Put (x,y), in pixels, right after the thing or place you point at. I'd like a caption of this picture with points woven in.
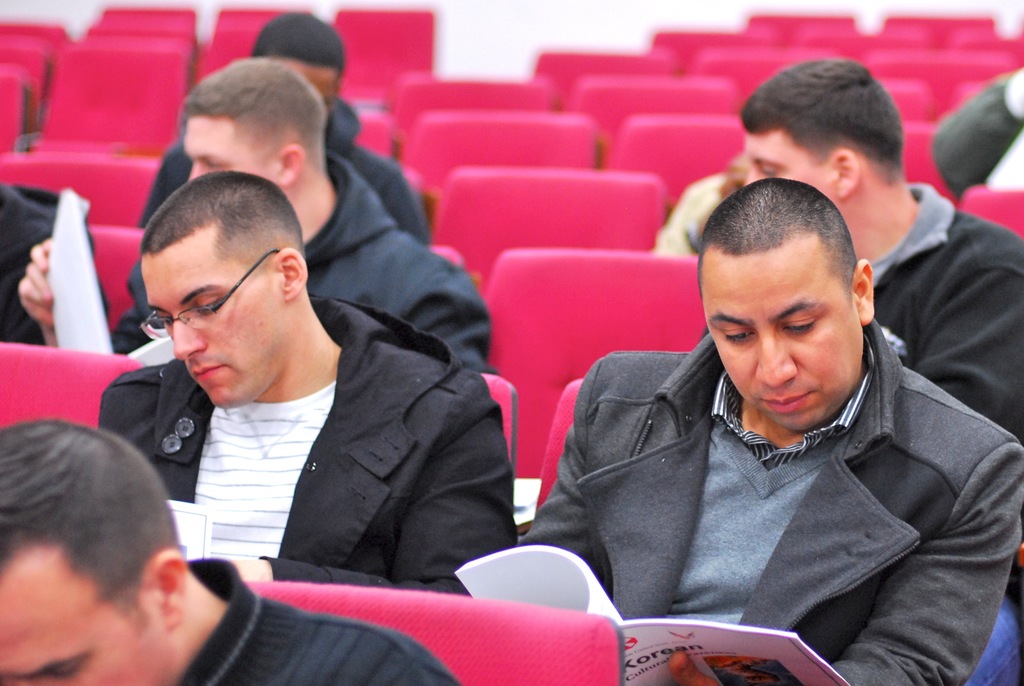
In this picture we can see a group of people (314,544) and they are sitting on chairs (435,610) and few people (480,524) are holding books (574,593).
